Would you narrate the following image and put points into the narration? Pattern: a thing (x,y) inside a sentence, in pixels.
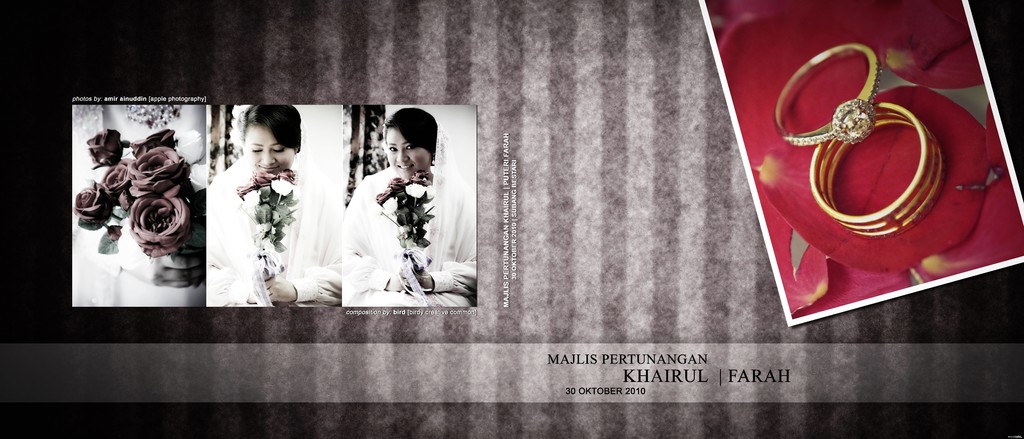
It is an edited image. In this image I can see four pictures (143,212). In two pictures (294,166) I can see the same woman (263,145) is holding flowers (407,215). On the right side of the picture (863,235) I can see rings (852,105) and flower petals (959,74). On the left side of the picture (150,186) I can see a person (133,273) is holding flowers (183,205). Something is written on the edited image.
